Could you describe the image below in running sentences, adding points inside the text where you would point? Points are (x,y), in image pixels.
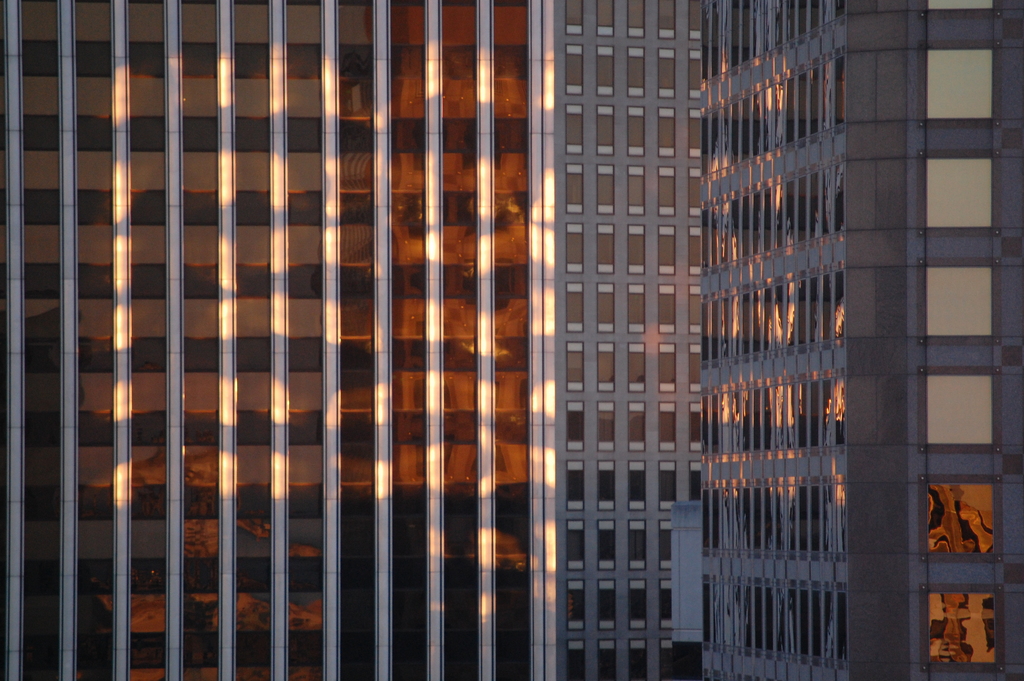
In this image there are buildings (468,463).
